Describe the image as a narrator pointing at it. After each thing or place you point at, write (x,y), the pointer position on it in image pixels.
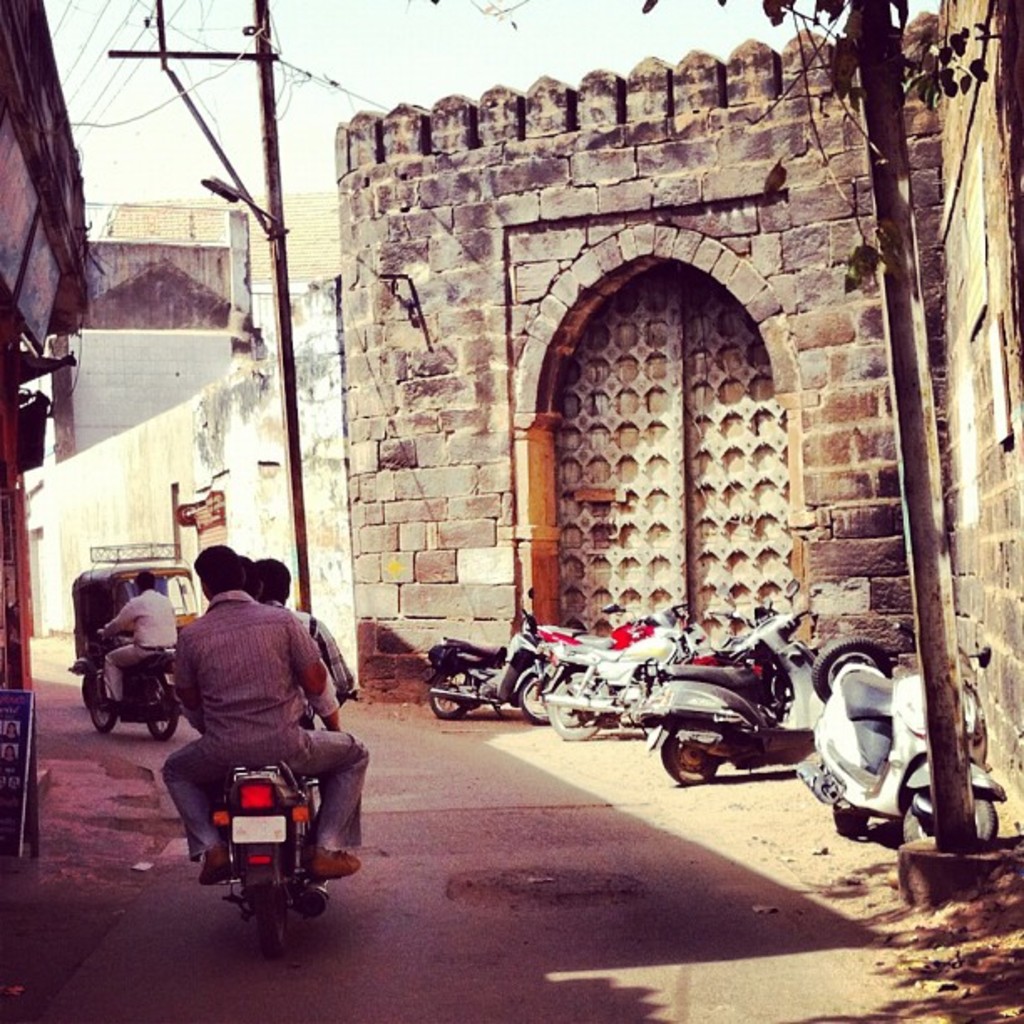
In this image we can see motor vehicles (103,655) on the road (699,885), people (117,657) sitting on the motor vehicles (157,683), buildings (186,364), electric poles (277,249), electric cables (88,126), street lights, trees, a door (662,412) to a wall (789,246) built with cobblestones (810,197) and sky (169,119).
